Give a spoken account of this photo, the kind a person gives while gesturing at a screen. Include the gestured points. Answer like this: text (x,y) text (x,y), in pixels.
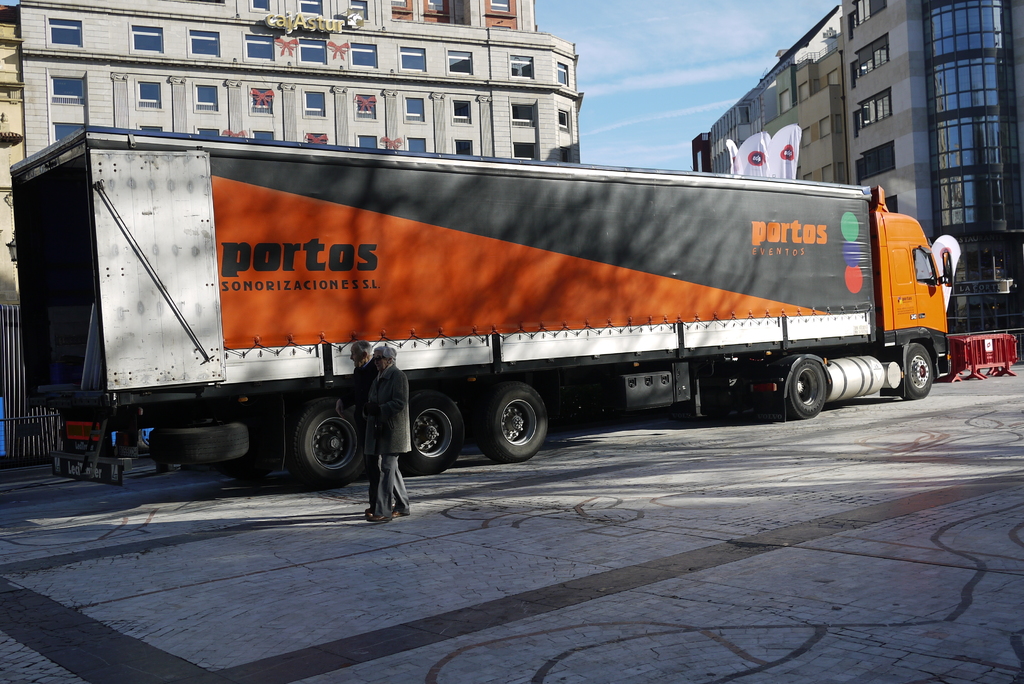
In the foreground of the picture (461,464) it is pavement (160,577), on the pavement (355,500) there are two men (370,387) walking. In the center of the picture (553,420) there is a truck (438,449) and there are barricades (27,418). In the background (701,80) there are buildings (816,82), sky (673,97) and the white color object (756,156).
